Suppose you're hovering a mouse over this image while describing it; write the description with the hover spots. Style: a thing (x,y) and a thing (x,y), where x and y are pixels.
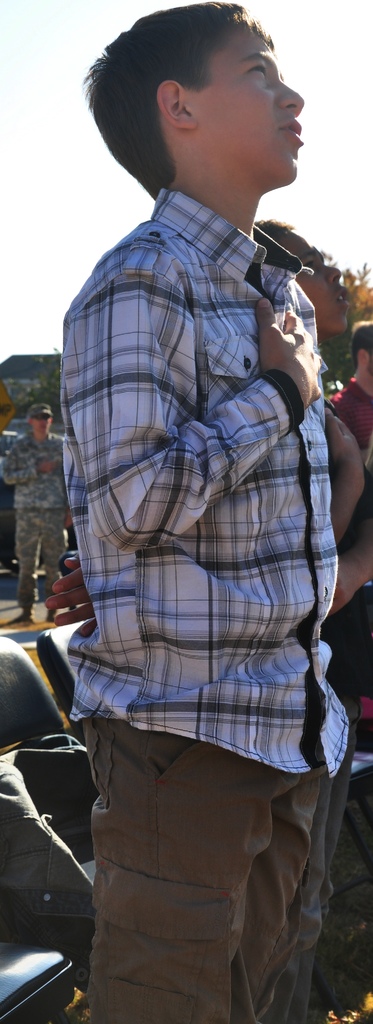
In this image, there are few people (256,377) standing. On the left side of the image (31,713), I can see the chairs (32,696). In the background (50,286), there is the sky (70,224).
